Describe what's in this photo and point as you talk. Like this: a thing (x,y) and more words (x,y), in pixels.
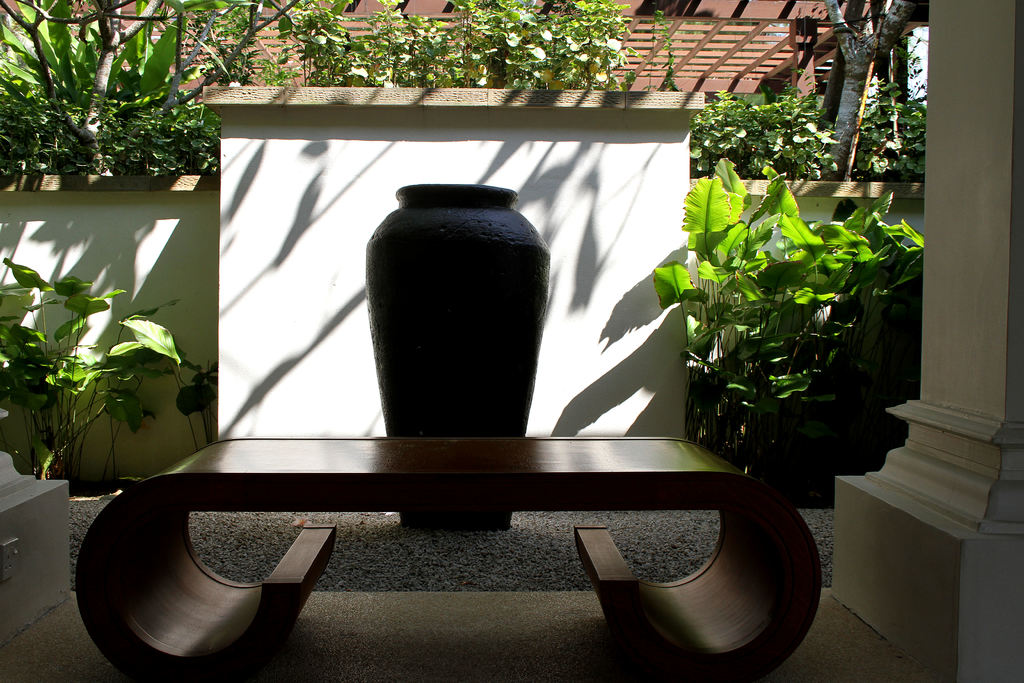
In this image I can see the table (354,466). To the side of the table (343,483) I can see the black color vase (440,322) and also there is a wall (248,236) in the back (343,221). I can also see many plants (722,112) in the background (136,104). There is a brown color roof (695,63) in the back (708,75).
